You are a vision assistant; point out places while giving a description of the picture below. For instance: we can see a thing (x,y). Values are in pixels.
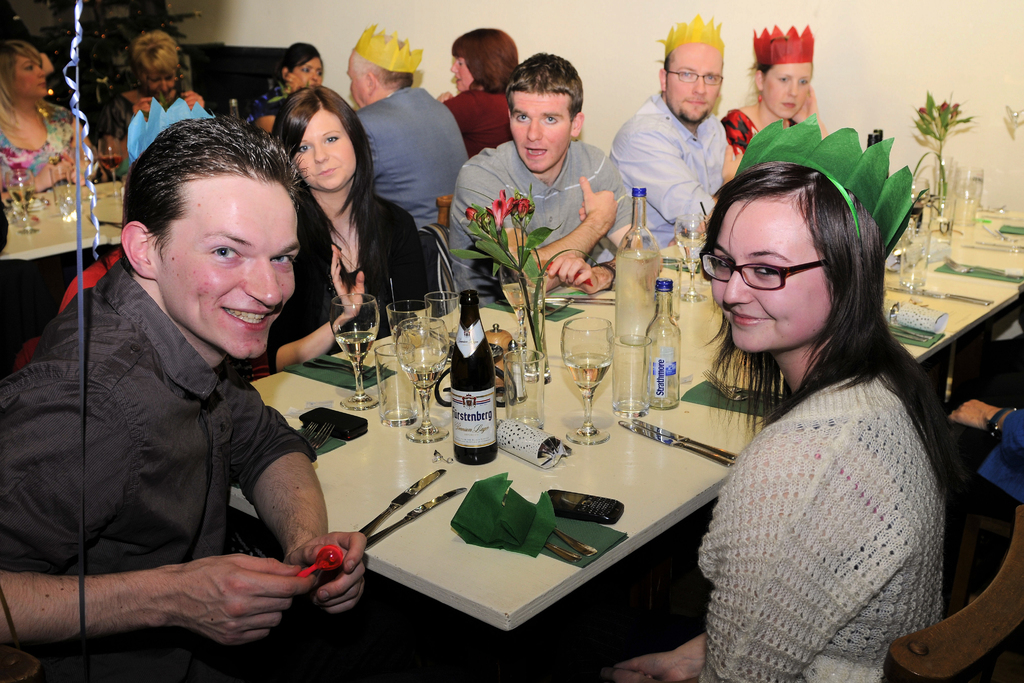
In this image people (854,414) are sitting on chairs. In-front of them there are two tables (459,503), above the tables (590,471) there are glasses (433,429), bottles (483,350), vases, flowers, knives (423,489), forks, mobile (597,508) and things (437,393). Among them few people (812,428) wore crowns (822,145). Left side of the image (129,6) we can see plant (55,41) and ribbon (77,90).
